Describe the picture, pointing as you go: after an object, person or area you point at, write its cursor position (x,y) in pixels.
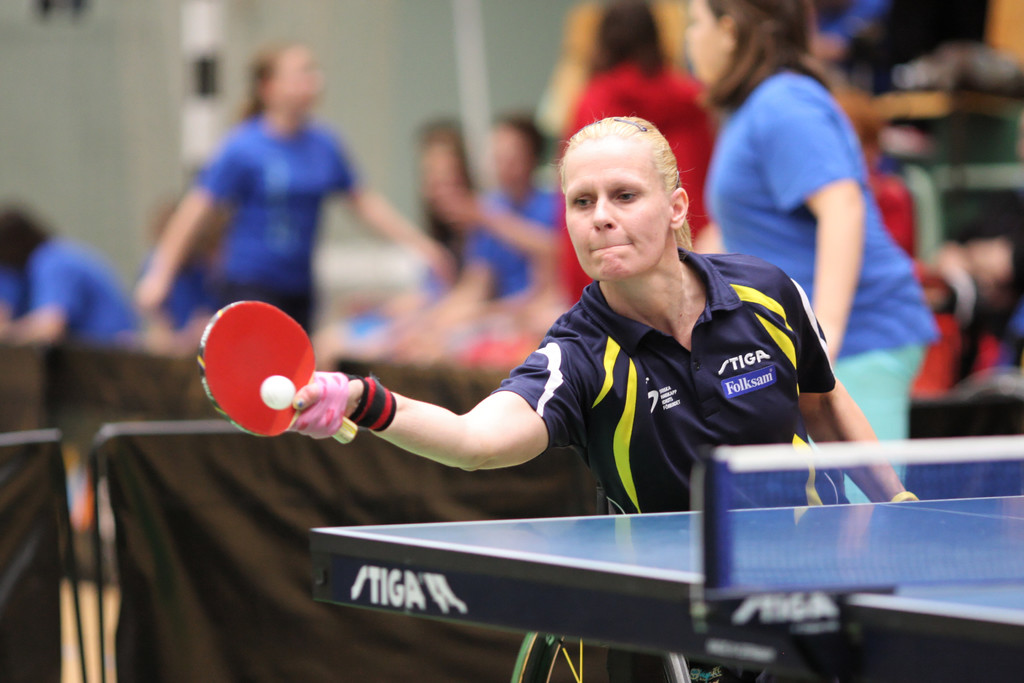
In this image there is a woman (576,390) playing a table tennis.
